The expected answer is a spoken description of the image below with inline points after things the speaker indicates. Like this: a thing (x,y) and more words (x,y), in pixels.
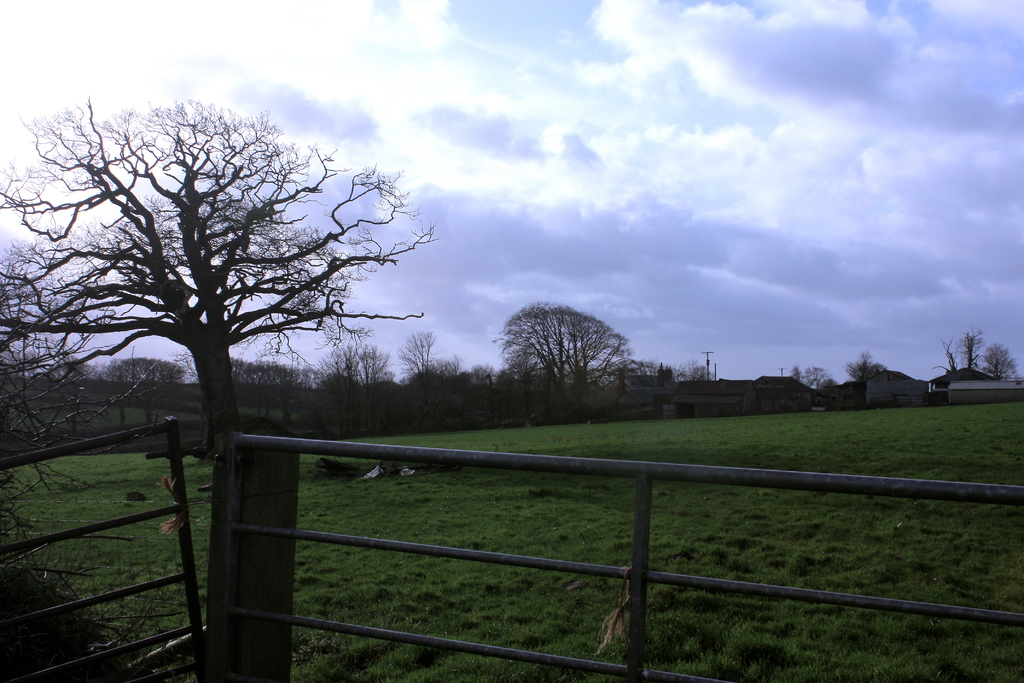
There is an iron fence (68,532). In the background (648,441), there are trees (685,371), buildings (754,397) and grass (948,474) on the ground (891,422) and there are clouds (601,69) in the sky (429,69).
